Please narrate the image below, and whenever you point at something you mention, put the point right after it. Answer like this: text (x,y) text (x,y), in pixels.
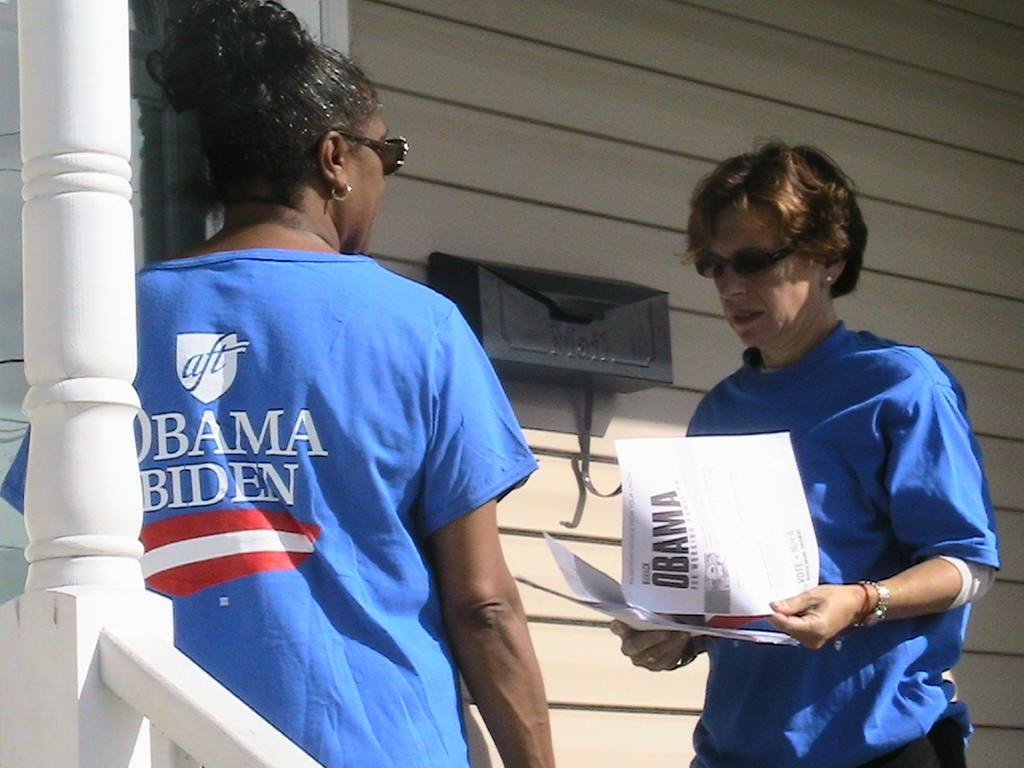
In this picture we can see two people (432,589) and one person (756,728) is holding papers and in the background (571,712) we can see an object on the wall (975,13).
